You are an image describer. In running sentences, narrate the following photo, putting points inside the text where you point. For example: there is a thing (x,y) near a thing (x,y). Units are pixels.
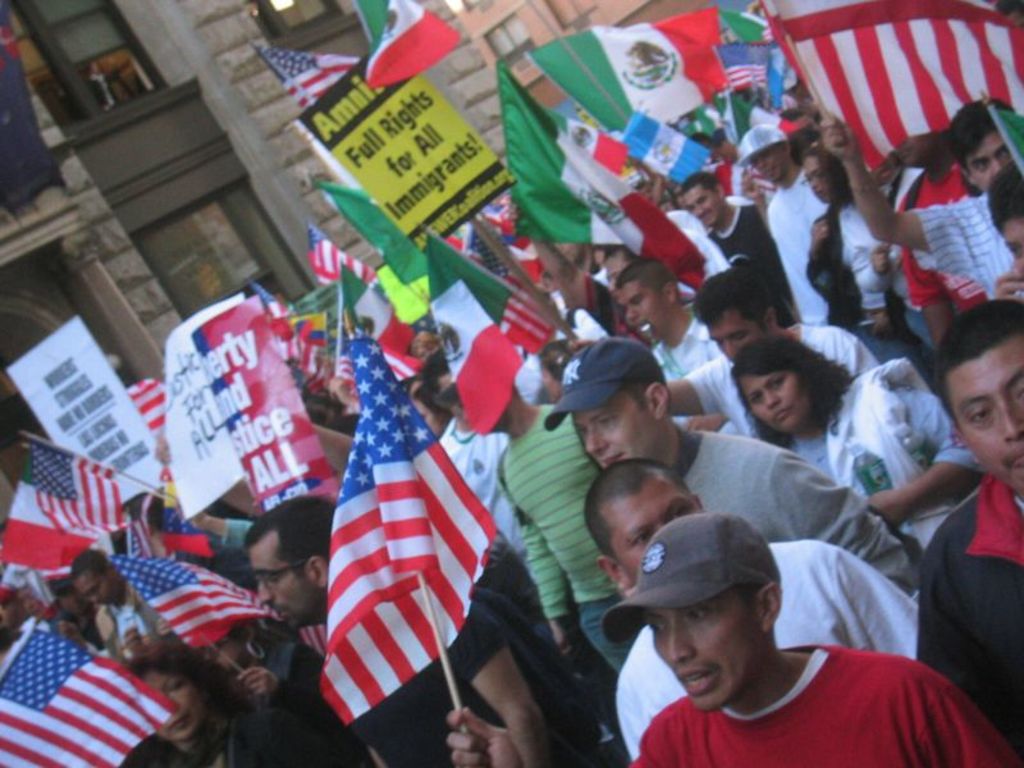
In this image we can see many people (596,268). We can also see the people (951,373) holding the flags (402,352) and standing and there are people (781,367) holding the placards (348,81). In the background (59,62) we can see the buildings (489,33) with the windows (150,265).
